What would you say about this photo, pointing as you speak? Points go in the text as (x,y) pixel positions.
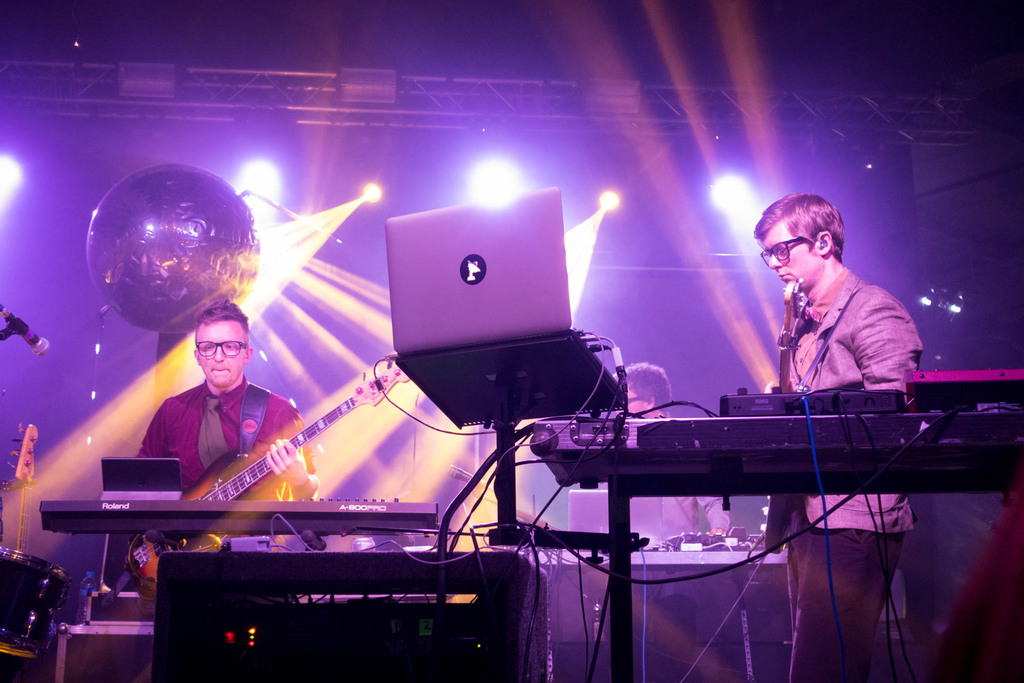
In the image we can see there are people (888,380) who are standing and they are playing musical instruments (428,505).
